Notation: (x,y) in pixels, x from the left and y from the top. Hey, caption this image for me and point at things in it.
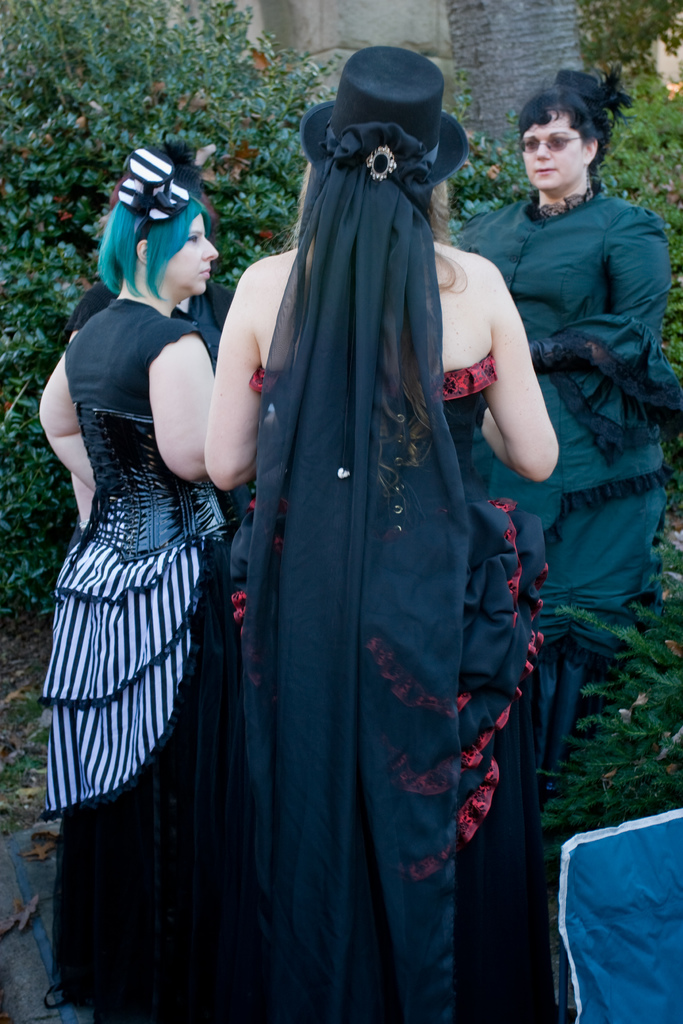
In this image we can see three are standing. They are wearing costumes (446,648). Behind the trees (653,731) are there. Right bottom of the image (653,955) blue color thing (663,938) is present.
